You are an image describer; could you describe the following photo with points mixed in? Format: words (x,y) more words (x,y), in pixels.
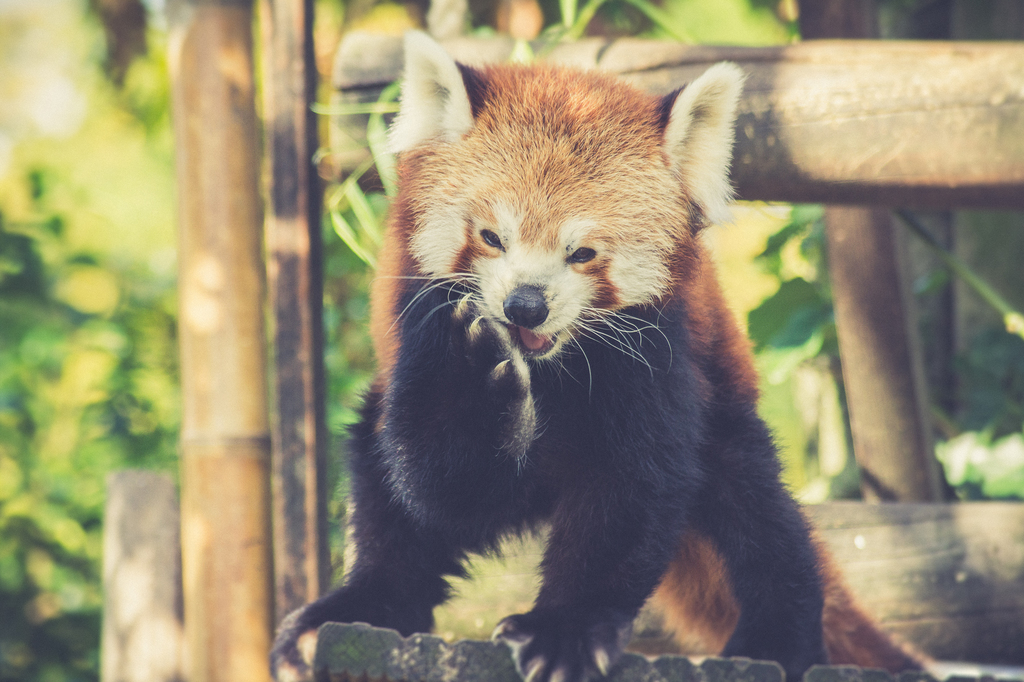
In this image I can see an animal (443,324). In the background (898,206) there are some trunks (872,154) and plants (78,179).
